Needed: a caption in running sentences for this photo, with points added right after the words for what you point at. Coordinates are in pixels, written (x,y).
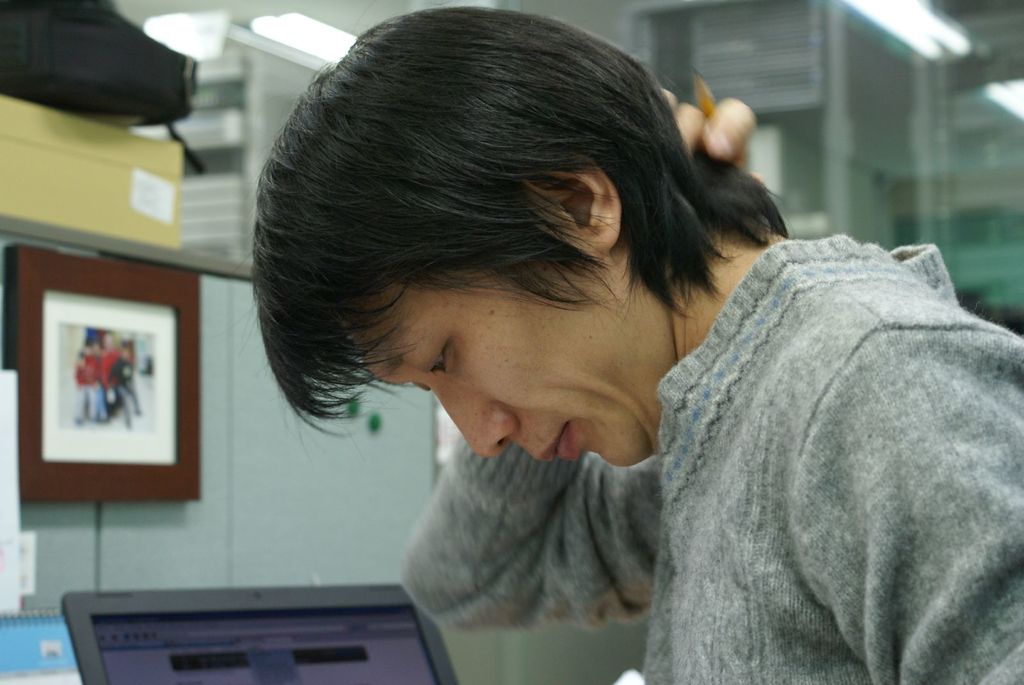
Here I can see a person (749,441) wearing a sweater (728,464) and looking at the downwards. At the bottom (245,649) there is a monitor (187,669). On the left side (80,359) a frame (113,407) is attached to the wall (229,450). On this wall (220,311) a box (97,160) and a black color object (90,87) are placed. The background (900,177) is blurred.
